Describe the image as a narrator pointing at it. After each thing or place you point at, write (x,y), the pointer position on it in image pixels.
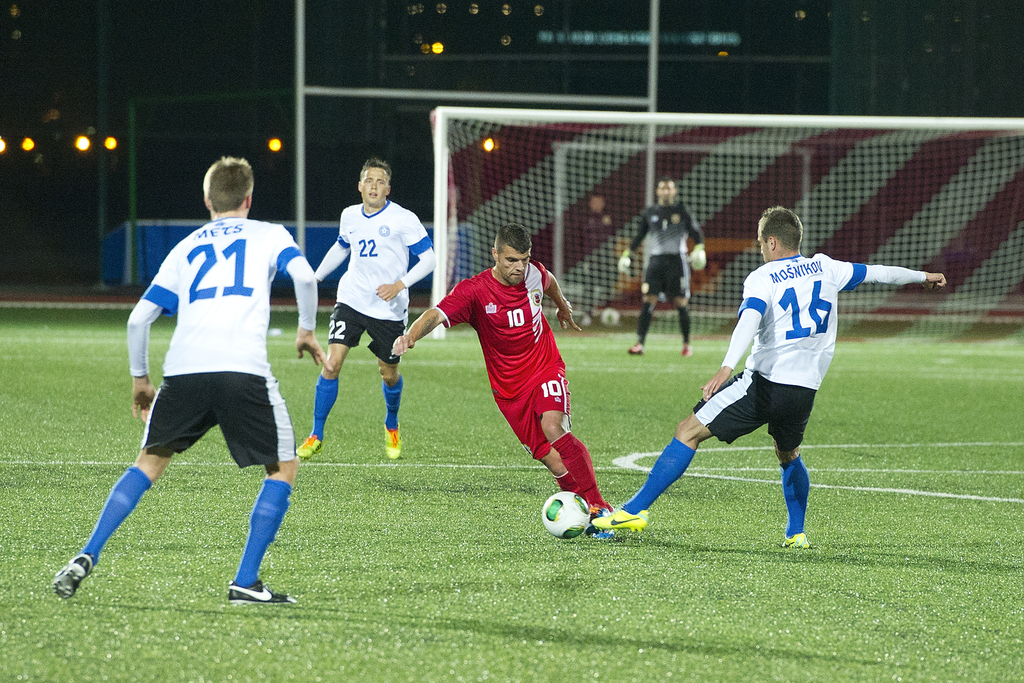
in this picture there are four players (546,376) who are playing a football (567,526) in the ground (406,508). There is a goalkeeper (668,243) at the background (647,227). There is a net (574,159) at the background (667,146) and there is a light (88,145) at the background (109,149).
